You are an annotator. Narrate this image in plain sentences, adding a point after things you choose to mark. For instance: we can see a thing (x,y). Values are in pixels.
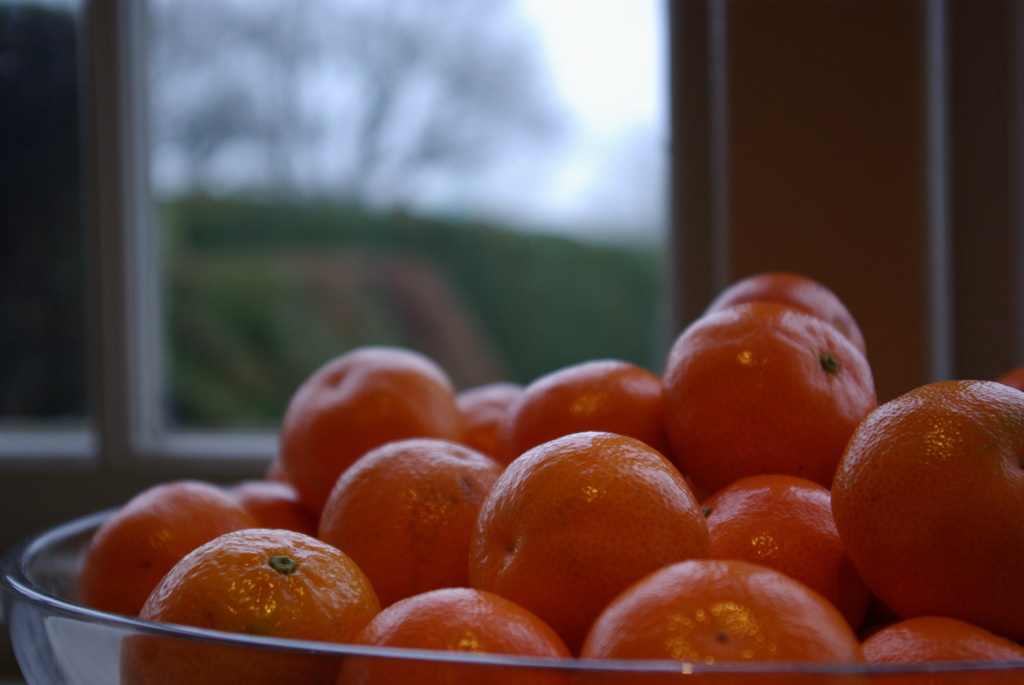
As we can see in the image in the front (107,630) there is bowl (415,680). In bowl (21,654) there are fruits (761,584). In the background (177,222) there is a window (367,172). In window (249,182) there are trees (222,106) and there is grass (257,320). The background (232,236) is blurred.
